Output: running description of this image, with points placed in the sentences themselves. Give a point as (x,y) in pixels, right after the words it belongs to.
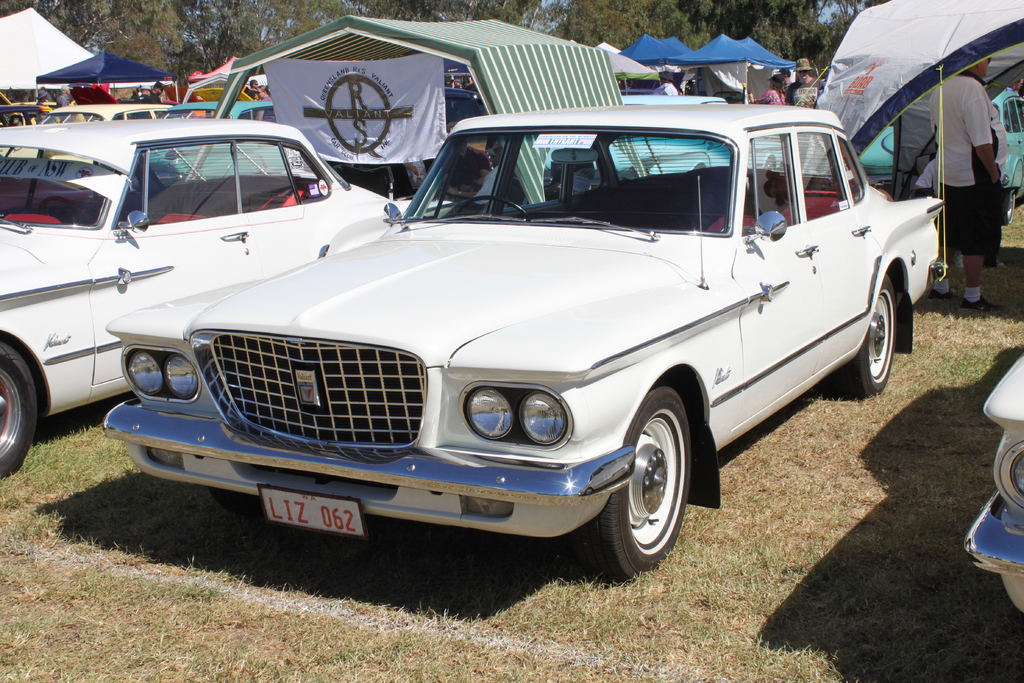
In this image there are two white colour cars (458,426) are on the grassland (700,592). Behind it there are few tents (33,36) and vehicles (76,110). Few persons (975,110) are standing on the grassland (1003,277). Right side (1012,418) there is a vehicle (995,457). A person (983,130) wearing a white shirt (983,130) is standing under the tent (945,64). Top of image (510,1) there are few trees (117,36).
